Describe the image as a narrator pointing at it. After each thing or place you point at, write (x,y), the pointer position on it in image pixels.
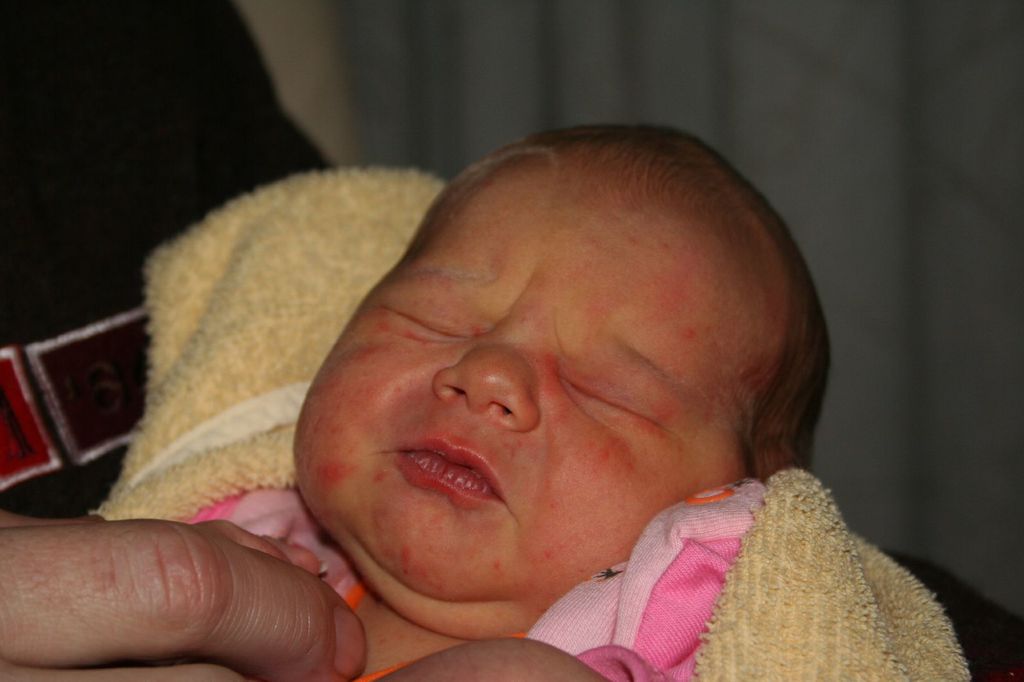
The picture consists of a baby (342,370), in a cloth (296,293). On the left (84,617) there is a person's hand (122,629). The background (452,33) is blurred.
